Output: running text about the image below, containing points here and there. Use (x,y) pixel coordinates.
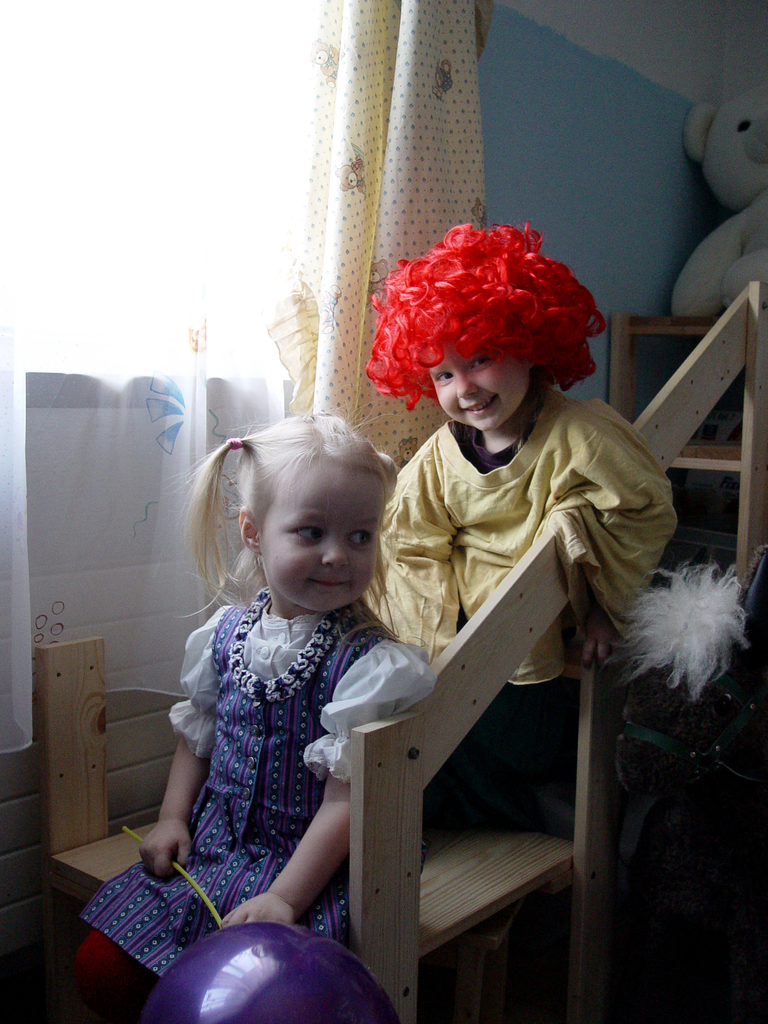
In the picture we can see two children (576,458) sitting on the wooden steps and one child (281,584) is holding a purple color balloon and one child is wearing a red color costume (554,268) of the head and holding the railing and on the other side, we can see a wall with a curtain (16,551) to it and behind the children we can see a teddy bear doll (724,171) which is white in color placed on the wooden plank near the wall (644,405).
